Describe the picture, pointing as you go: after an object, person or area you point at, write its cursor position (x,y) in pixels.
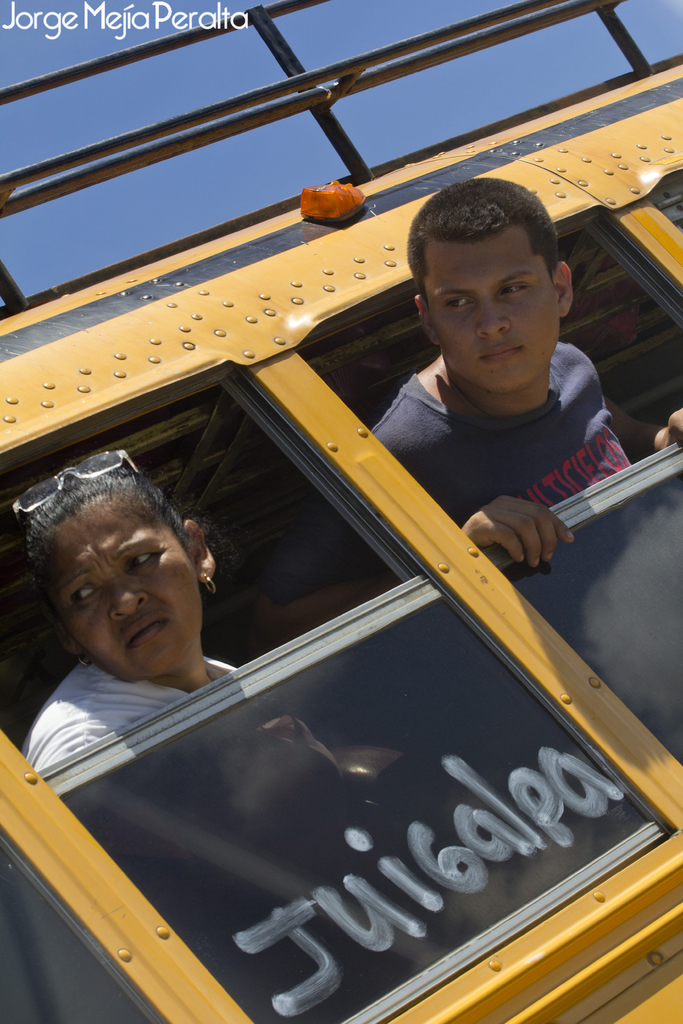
2 people (586,424) are present in a yellow bus (611,383) and watching outside.
